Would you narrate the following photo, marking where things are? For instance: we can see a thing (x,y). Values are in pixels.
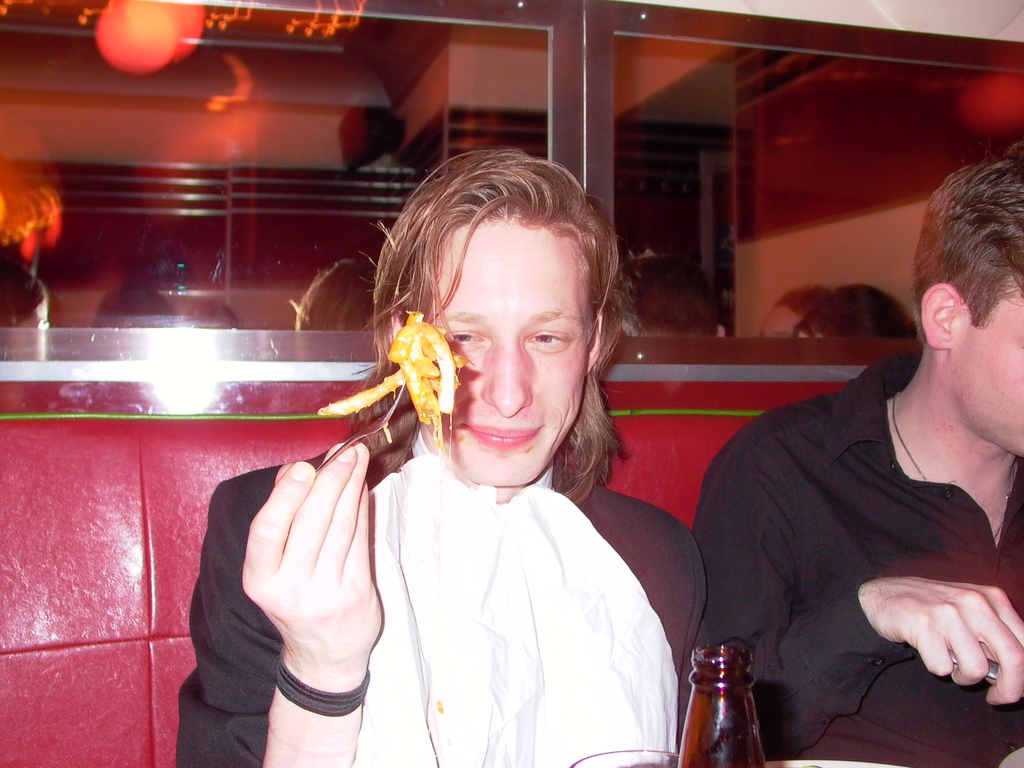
In this image there are two people (748,492), the boy (486,205) who is left side of the image (328,525) is holding a fork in his right hand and there is a bottle (683,735) and a glass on the table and the background of the image (863,262) is red in color.
